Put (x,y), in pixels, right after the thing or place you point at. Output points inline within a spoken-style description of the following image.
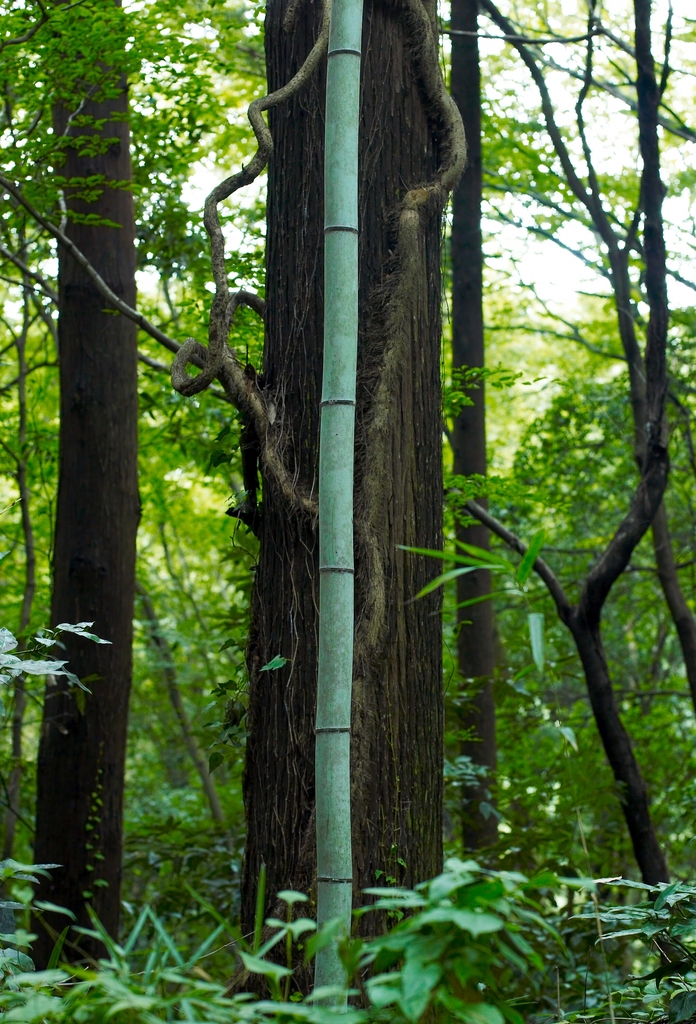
The image consists of trees (96,500), At the bottom (373,975), we can see the plants (324,995). It looks like it is clicked in a forest (369,524).
